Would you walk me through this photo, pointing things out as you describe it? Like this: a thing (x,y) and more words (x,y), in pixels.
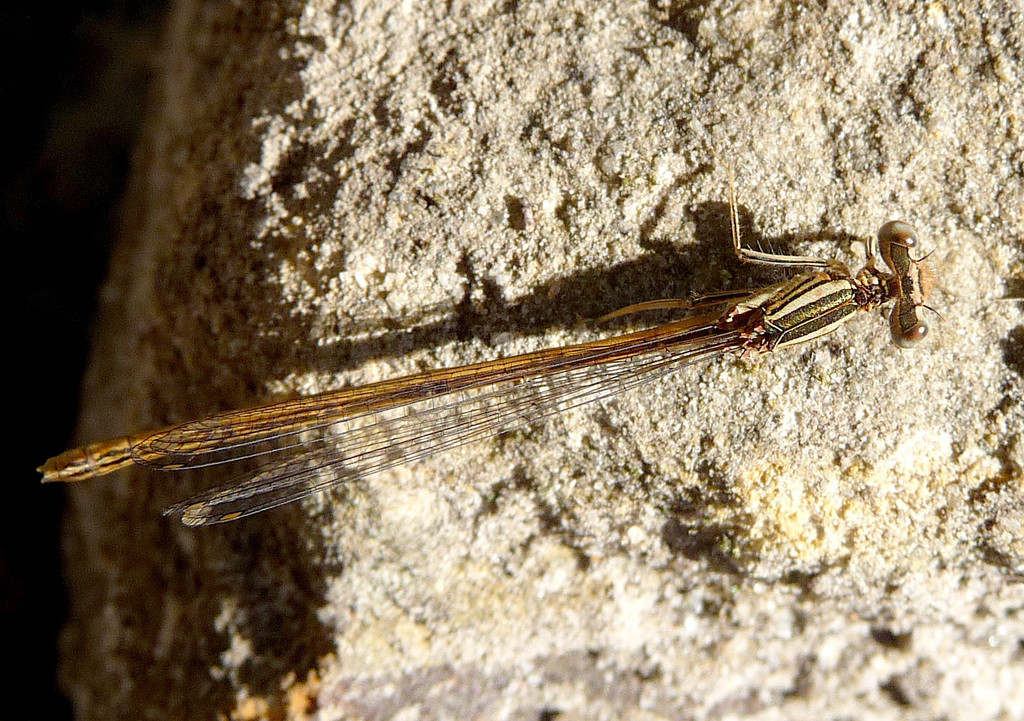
In the center of the image (650,332) we can see a dragonfly (764,309). In the background of the image (608,324) we can see a rock (279,241).
